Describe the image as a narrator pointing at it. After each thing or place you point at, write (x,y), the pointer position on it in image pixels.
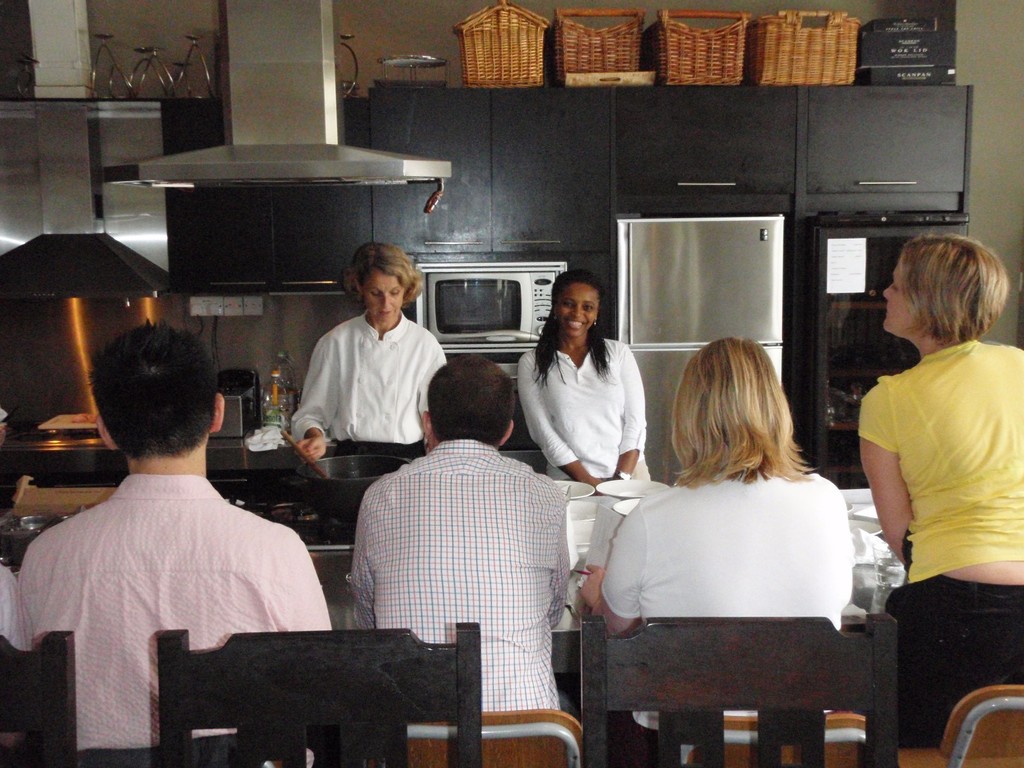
In the image we can see there are people (639,574) who are sitting on chair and there are two women (318,393) who are standing in front of them and they are not looking at each other. On table (669,484) there are bowl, plates (570,494) and woman (322,443) is cooking in the pan (337,474). On behind there is an oven (510,277) and refrigerator (679,295) and on the top (518,59) there are baskets (527,44) which are kept.
